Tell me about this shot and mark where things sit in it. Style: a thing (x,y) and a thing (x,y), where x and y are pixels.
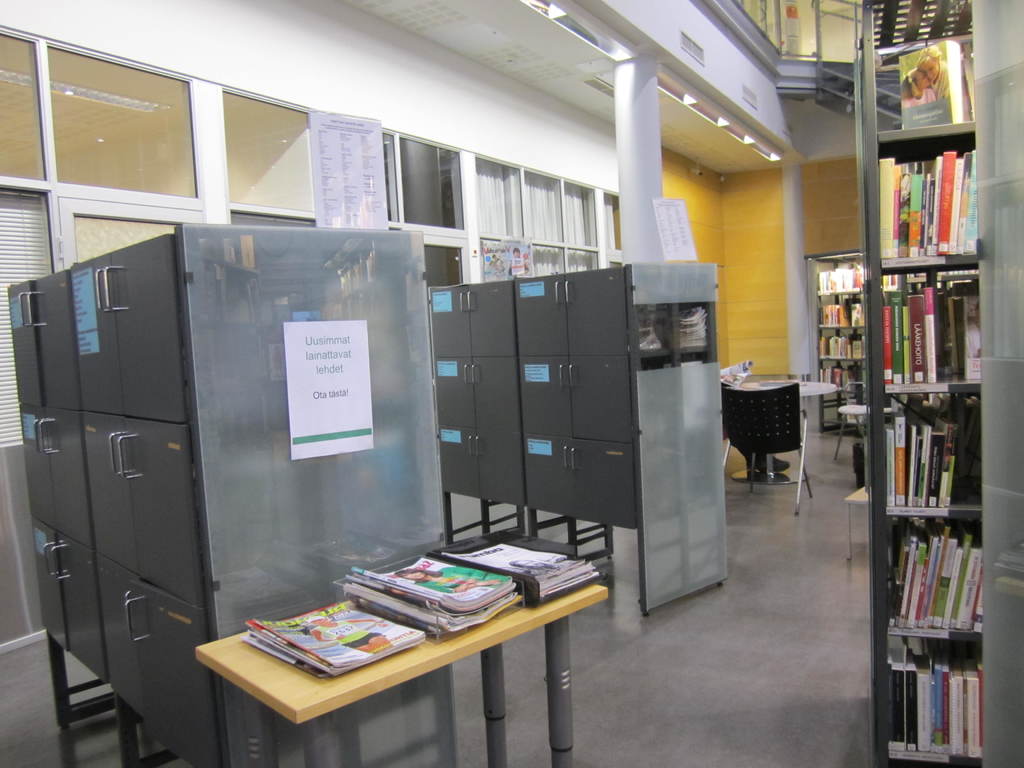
In this image, a room (636,36) is visible of walls (568,138) white in color and light yellow in color. In the right (933,129) a cupboard (998,440) is visible in which books (931,432) are kept. At the bottom (493,551) a table (250,659) is visible on which magazines (289,638) are there. In the middle (491,501) lockers (164,328) are there. And a table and chairs (801,429) are visible. This image is taken inside a library (684,512).
